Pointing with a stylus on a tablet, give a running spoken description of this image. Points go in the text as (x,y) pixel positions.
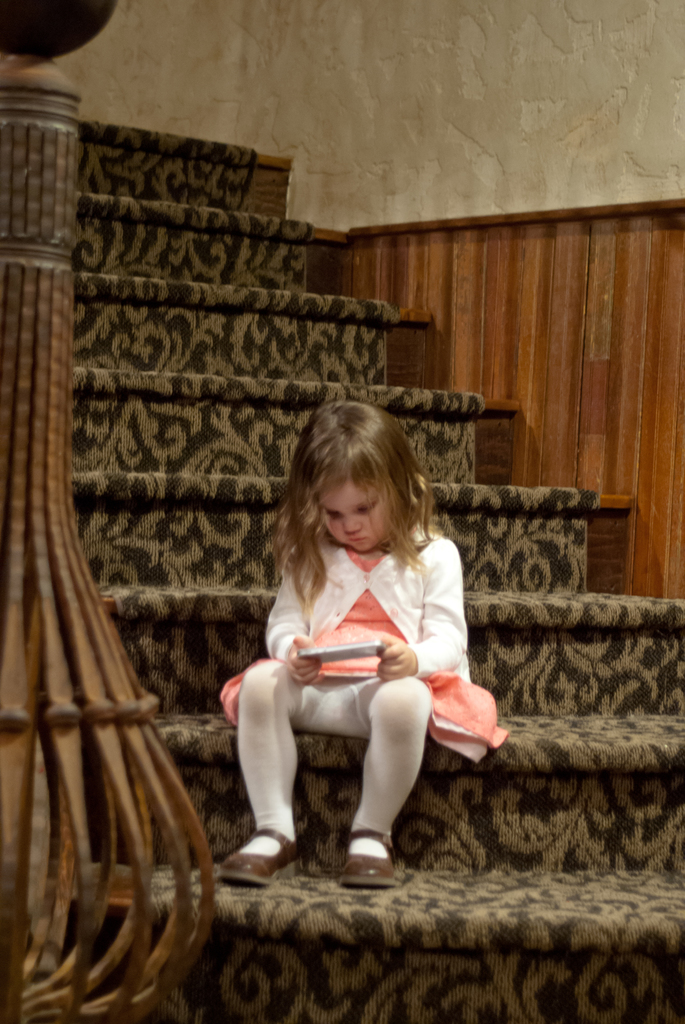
There is a girl (242,695) sitting and holding object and we can see wall (673,79) and steps (162,304).
